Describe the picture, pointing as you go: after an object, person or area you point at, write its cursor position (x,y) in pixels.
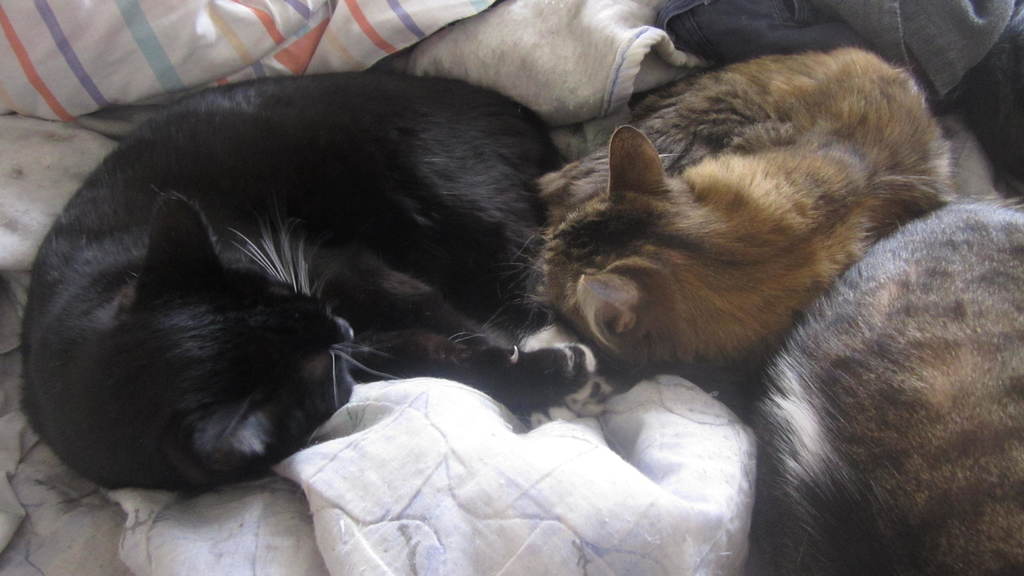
In the center of the image (498,251) we can see cats (841,221) lying. In the background (346,57) there are clothes (691,30).
